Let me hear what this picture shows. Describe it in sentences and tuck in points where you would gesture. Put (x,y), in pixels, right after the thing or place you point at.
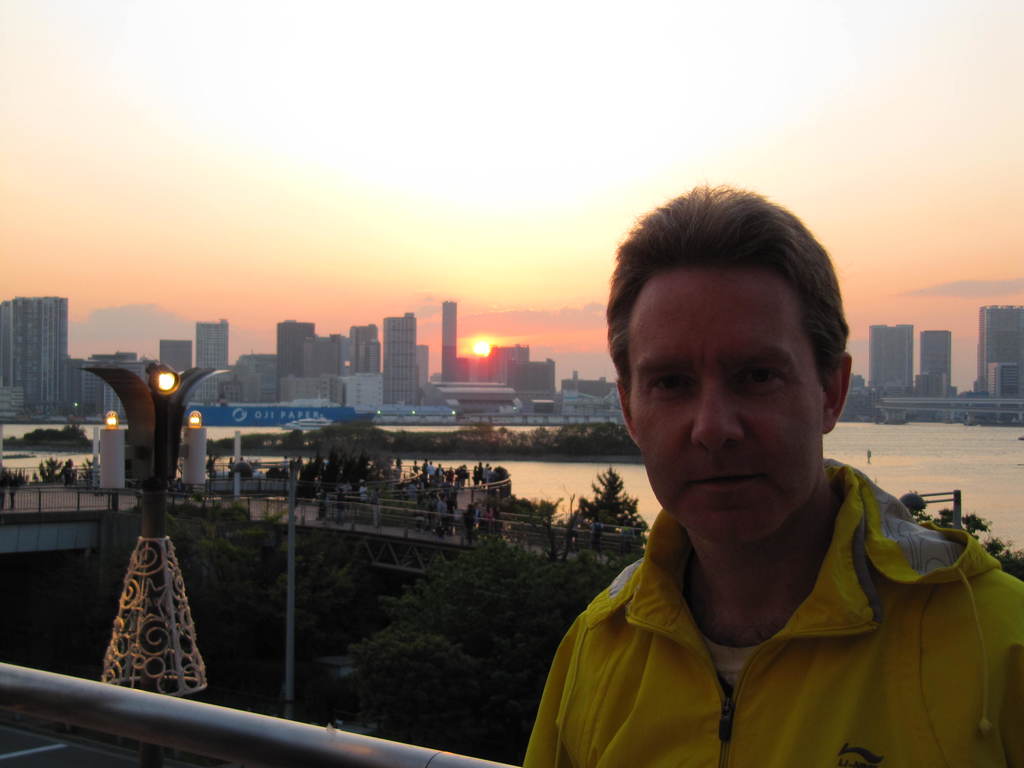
This picture shows a few buildings (430,397) and trees (291,443) and we see a tower light (173,381) and we see a man (637,577) standing and we see sun (479,344) in the sky (501,298) with clouds (529,326) and we see water (523,462).
